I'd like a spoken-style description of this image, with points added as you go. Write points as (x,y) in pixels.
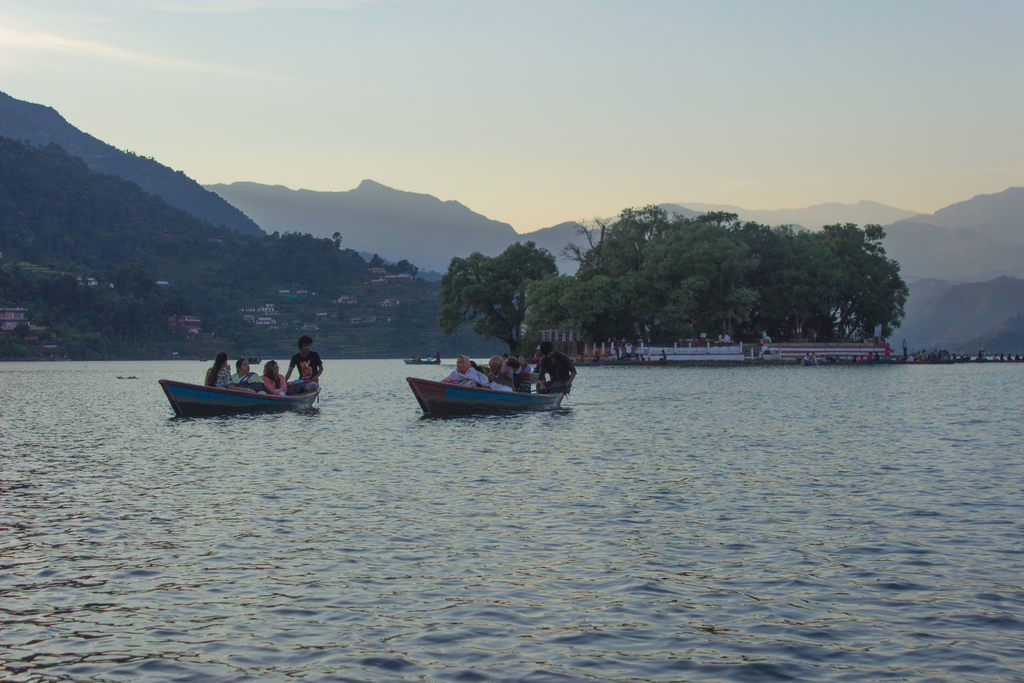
In this picture I can see group of people (307,353) sitting on the boats (281,398), which are on the water (231,427), there are buildings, trees (101,265), there are hills (393,204), and in the background (577,105) there is the sky (655,105).
